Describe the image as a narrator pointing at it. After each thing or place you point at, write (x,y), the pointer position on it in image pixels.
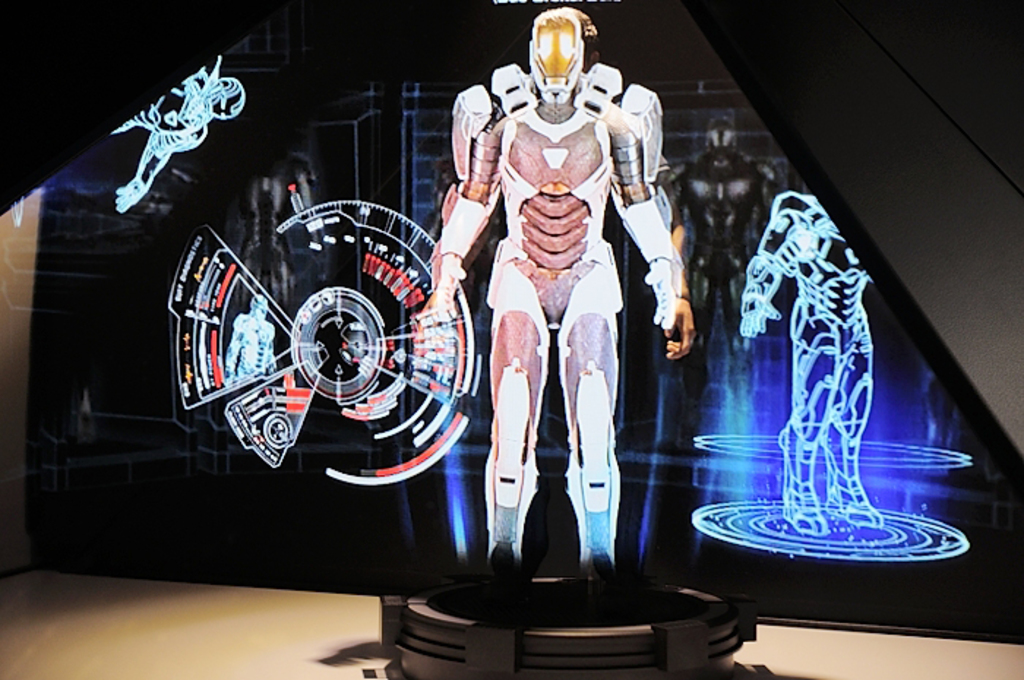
In this picture we can see there is an object (454,610) on the floor (179,668) and behind the object (488,587) there is a screen (481,276) and on the screen (367,286) there are structures (825,243) of robots (141,122) and other things (460,328).
